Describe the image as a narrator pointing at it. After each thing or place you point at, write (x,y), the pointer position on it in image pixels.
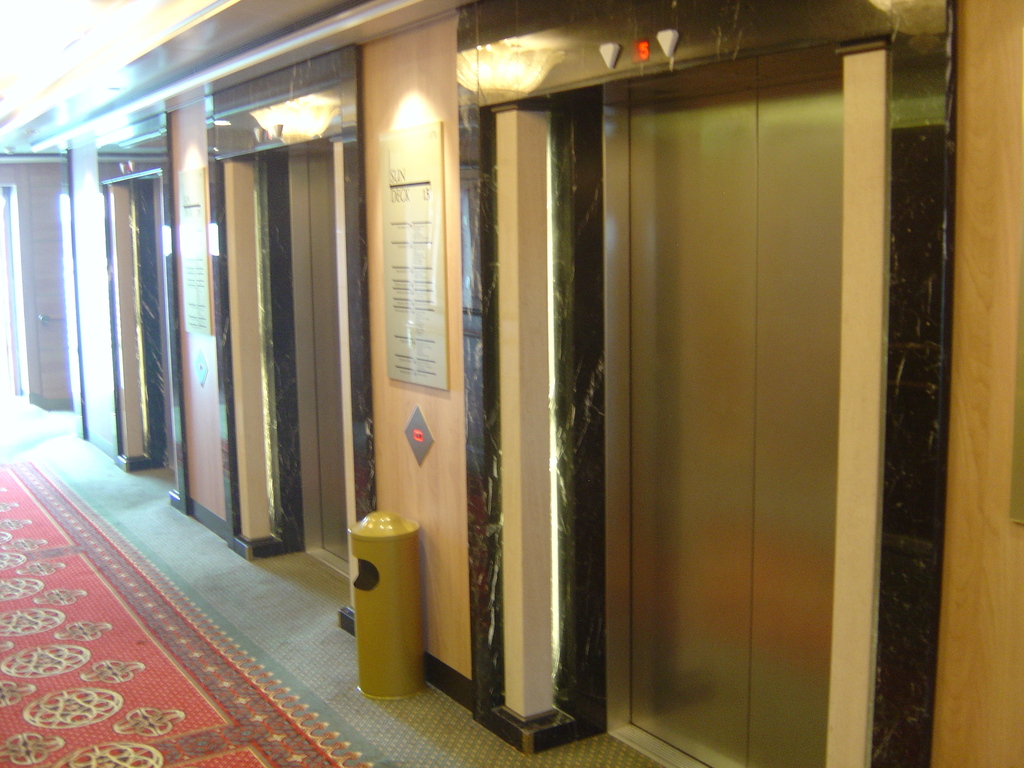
In this image we can see the lift lobby (723,204), a carpet (104,599) on the floor (354,705), a trash bin (372,603), some text boards (396,240) and also the lights (63,48) attached to the ceiling (74,68).
